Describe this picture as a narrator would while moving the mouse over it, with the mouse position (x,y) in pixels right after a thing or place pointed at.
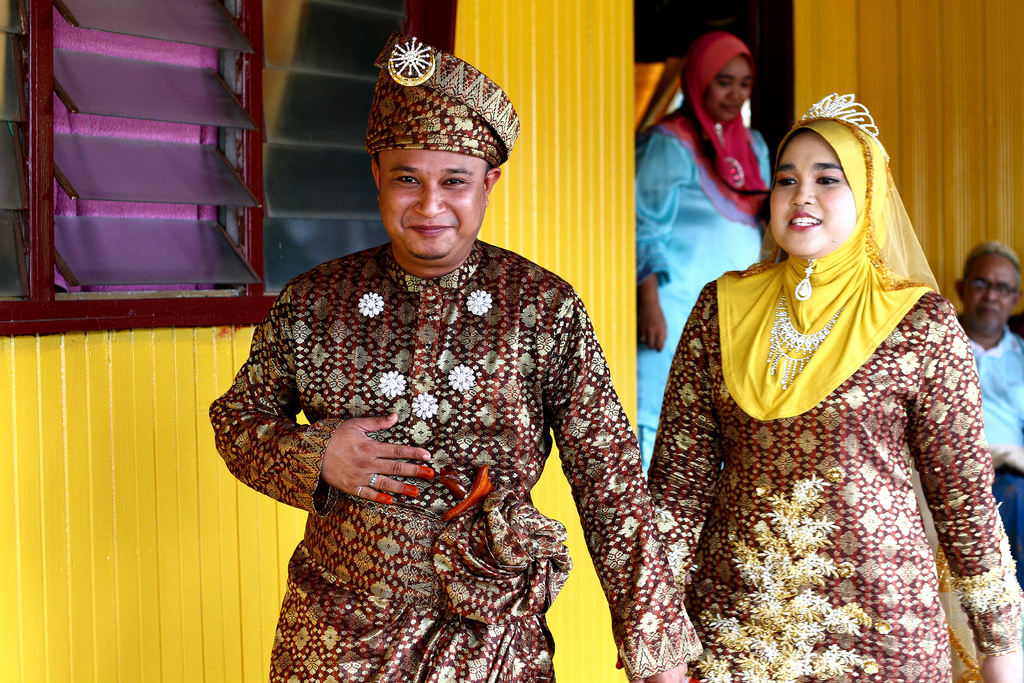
In this image I can see the group of people (711,457) with blue, white, yellow and maroon color dresses (636,492). In the background (179,119) I can see the building (536,65) with window (248,124).
